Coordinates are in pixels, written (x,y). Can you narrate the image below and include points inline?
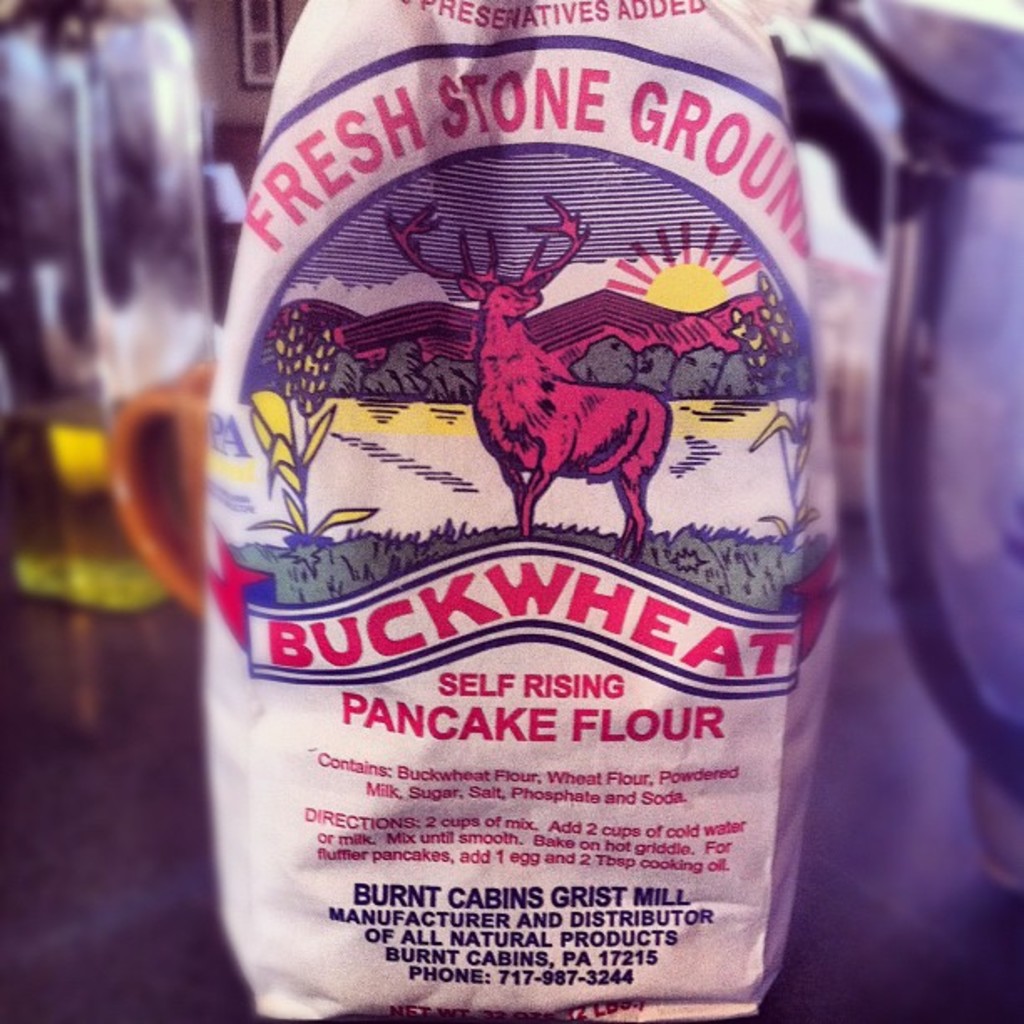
In the center (484,535) we can see bag (337,307) named as "Fresh Stone Ground". In the background (24,100) there is wall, bottle (54,100) and mug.
